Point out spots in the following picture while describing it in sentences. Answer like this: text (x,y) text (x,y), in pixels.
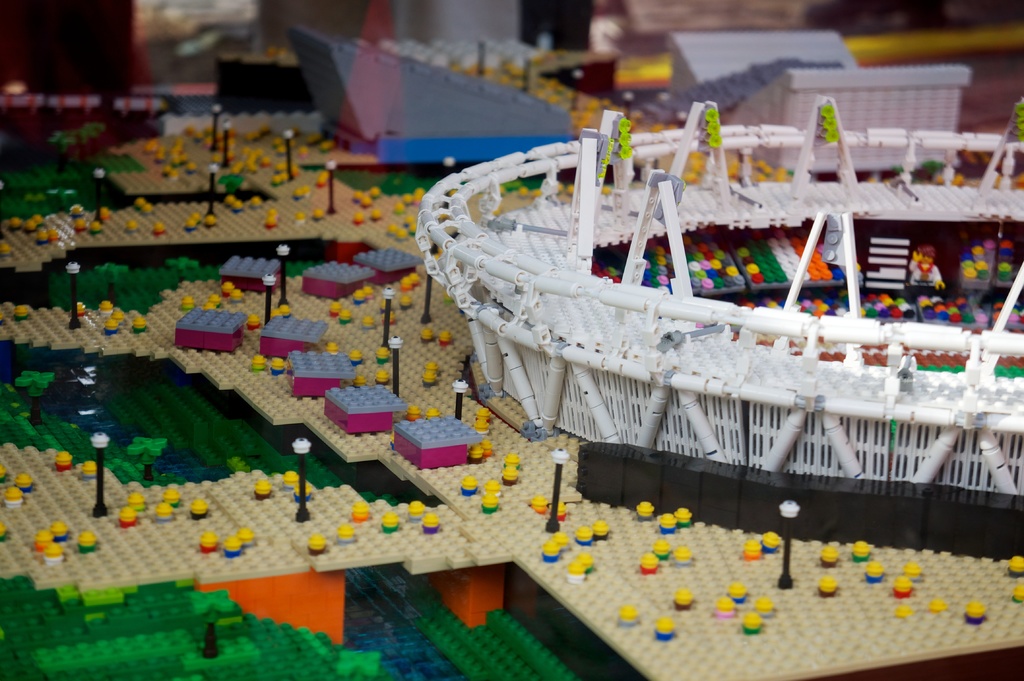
In this picture, we can see a few toys (724,479) on the surface (312,496) like poles (95,514), stadium (826,404), and the background (799,102) is blurred.
